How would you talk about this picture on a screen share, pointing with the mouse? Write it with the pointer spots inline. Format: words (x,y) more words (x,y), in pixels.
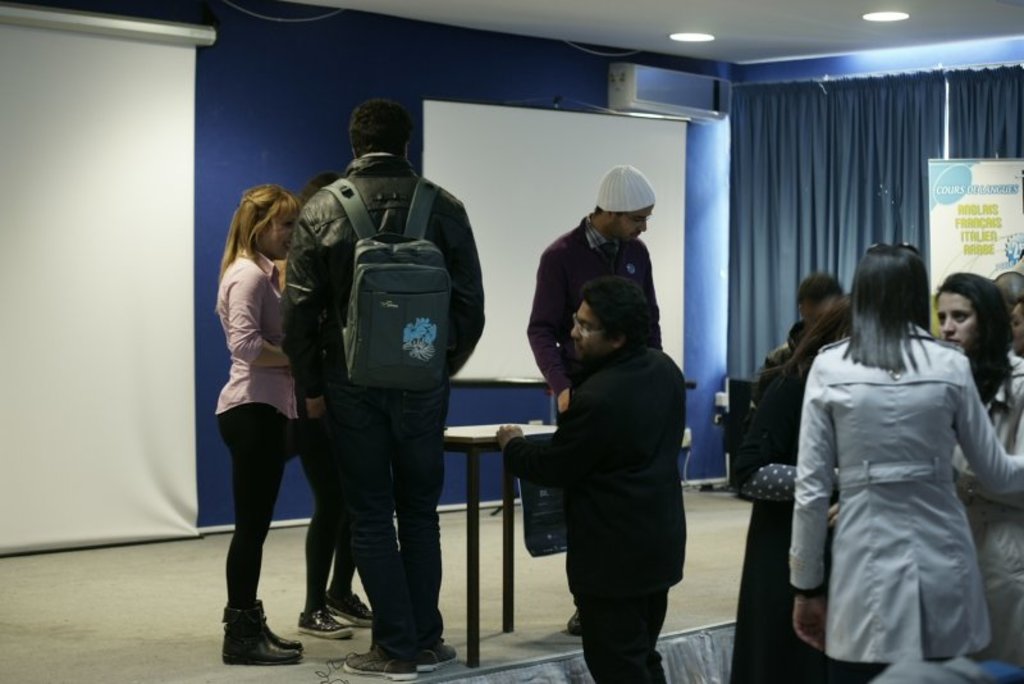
There are group of people (569,498) standing. This is the table (471,447). I think these are the screens (474,138), which are white in color. I can see the curtains (798,113) hanging to the hanger (951,75). This looks like a hoarding (1001,219). I think this is an air conditioner (646,93), which is attached to the wall (592,93). These are the ceiling lights (702,40) attached to the roof (812,14).
